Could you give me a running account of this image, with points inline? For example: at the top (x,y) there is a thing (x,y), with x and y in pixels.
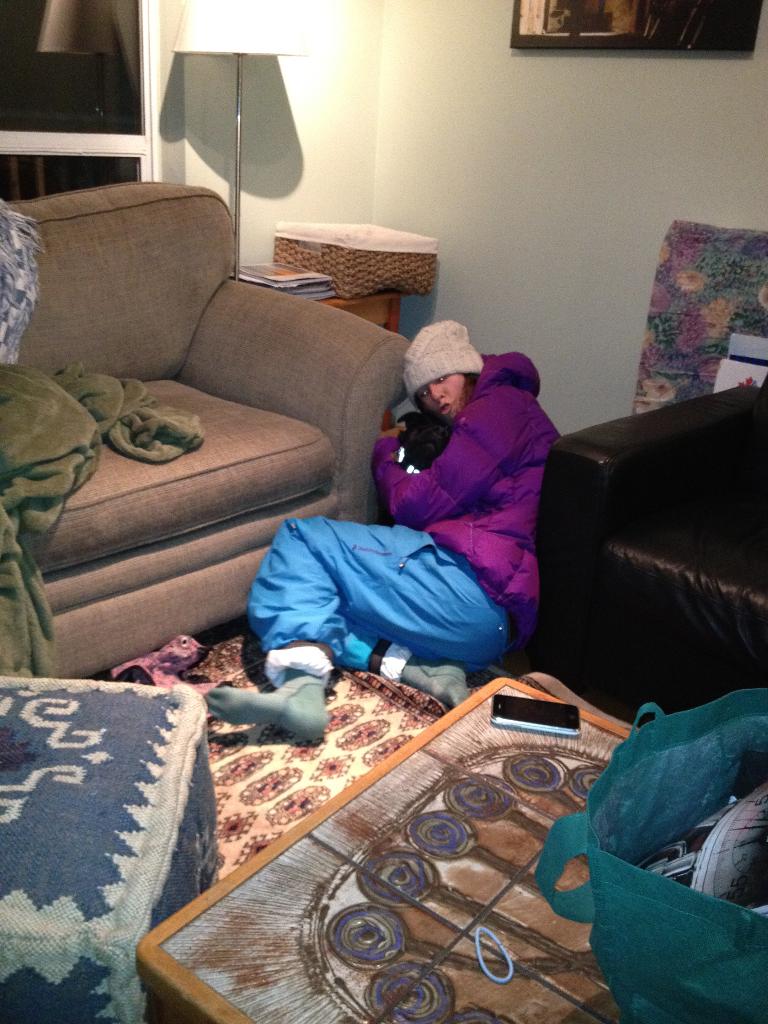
In this picture there is a woman (367,591) sitting on the ground (324,735). There is sofa (166,521), blanket (92,434), table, phone (513,711), bag (675,893), basket (349,268), lamp (263,42). There is a frame (617,36) on the wall (574,50).
